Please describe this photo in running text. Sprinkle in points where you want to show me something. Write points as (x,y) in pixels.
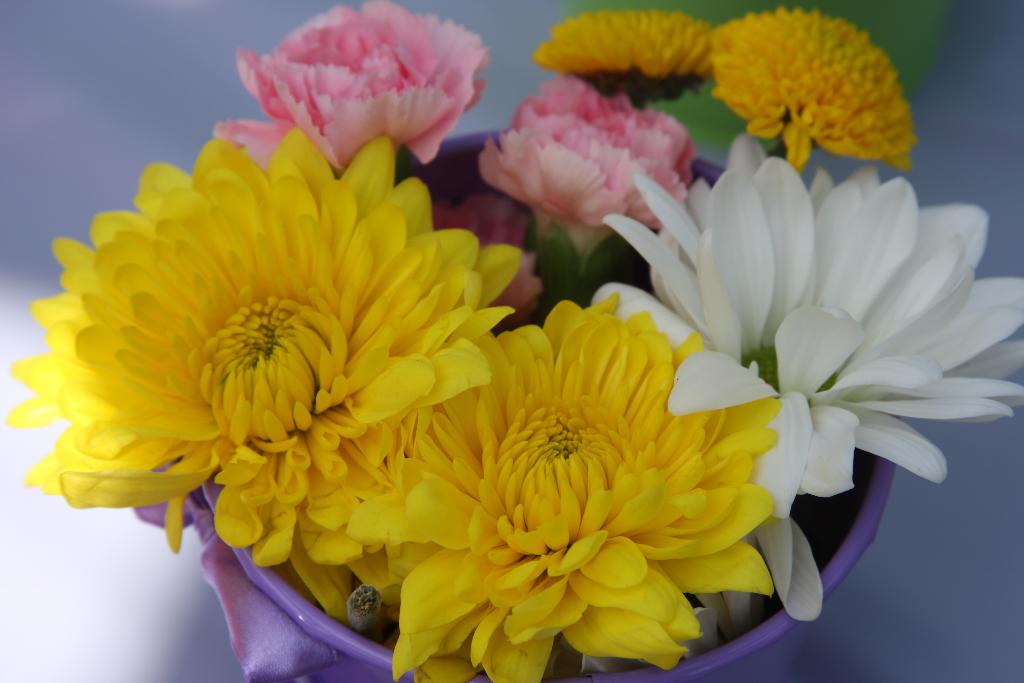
In this image in the center (489,426) there are flowers (420,369) inside the flower pot (818,556) which is in the center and the background (1018,126) is blurry.
